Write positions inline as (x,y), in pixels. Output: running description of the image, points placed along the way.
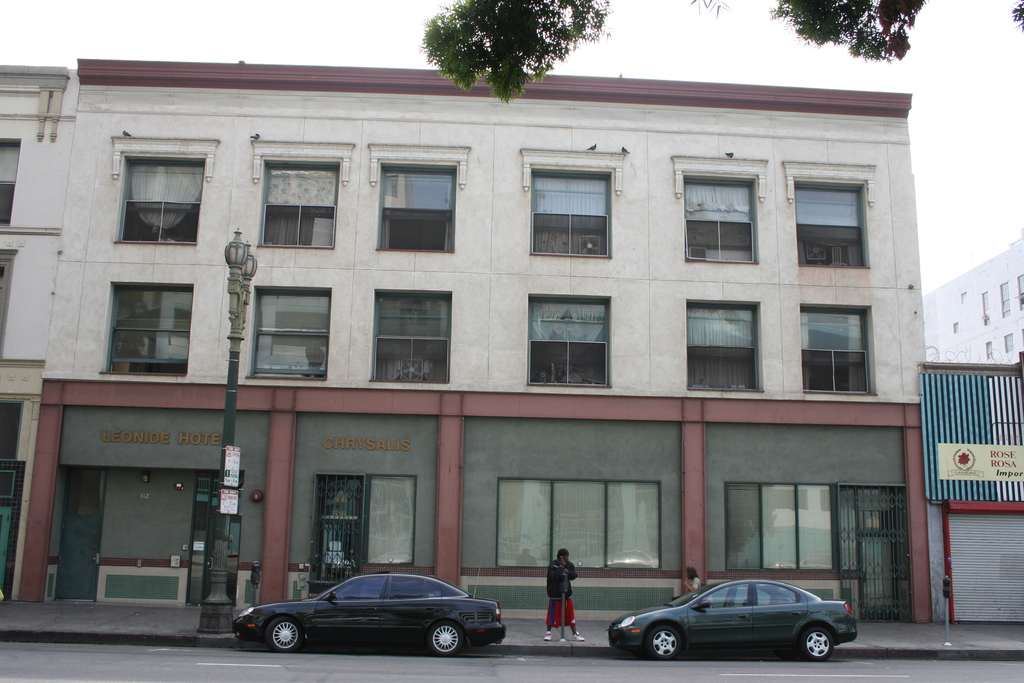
In this image, we can see two cars (714,637) which are parked, there is a pole (221,561), on that pole (235,310) there are two lights (232,260) and we can see a building (317,313), there is a green color tree (516,40) and there is a sky (949,207) at the top (952,196).
